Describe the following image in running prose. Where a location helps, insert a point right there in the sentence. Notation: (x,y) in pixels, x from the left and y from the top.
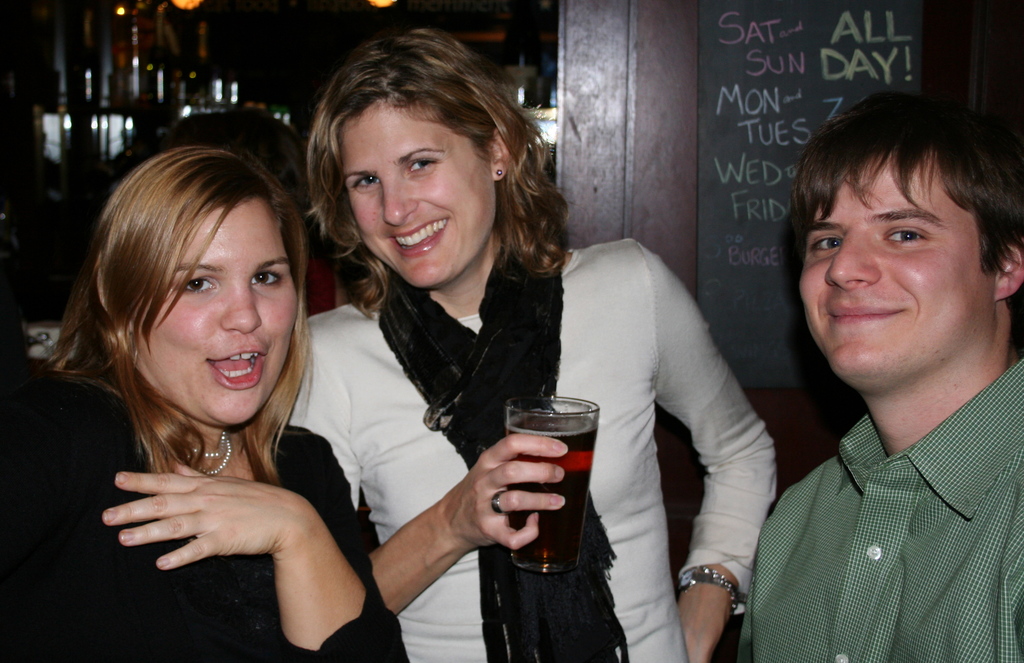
In this picture there are three people (198,352) and a lady (397,272) who is in middle (662,353) is holding a red glass (564,468). In the background (742,313) we observe a board (713,318) which shows the timings (758,172). The picture is clicked inside a restaurant (127,104).
